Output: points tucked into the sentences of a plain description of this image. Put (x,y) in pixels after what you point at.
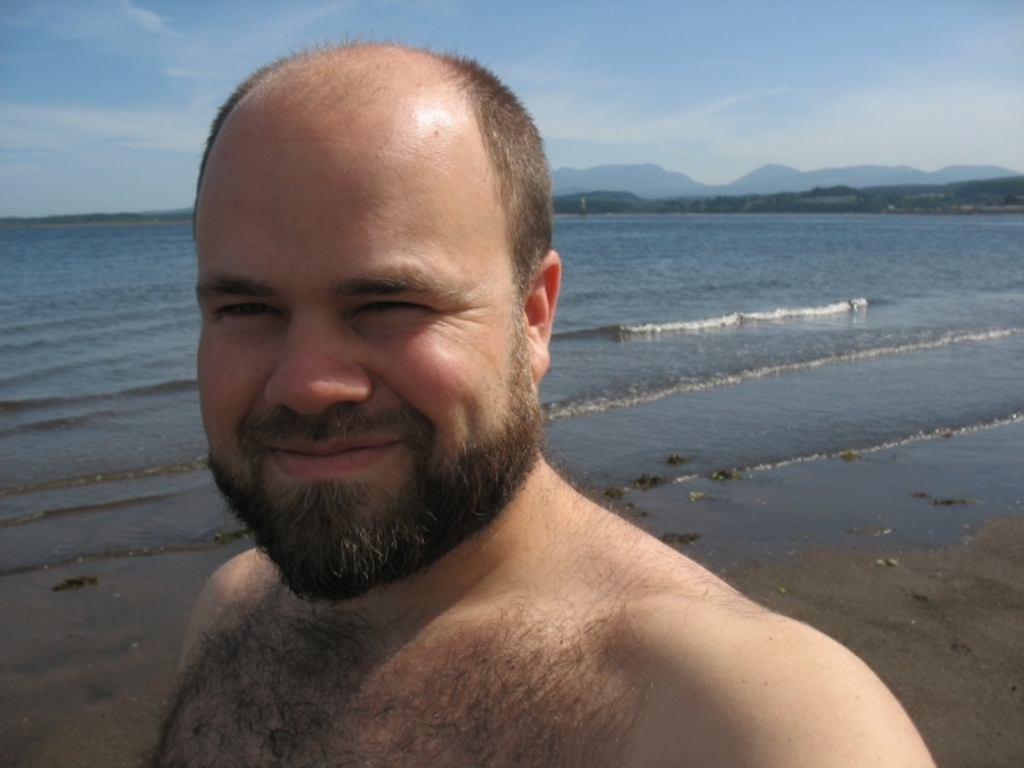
This image might be clicked in a beach (836,588). There is water (568,355) in the middle (635,358). In the front (326,437) there is a person (546,633), who is smiling. There is sky (508,60) at the top (100,72).
